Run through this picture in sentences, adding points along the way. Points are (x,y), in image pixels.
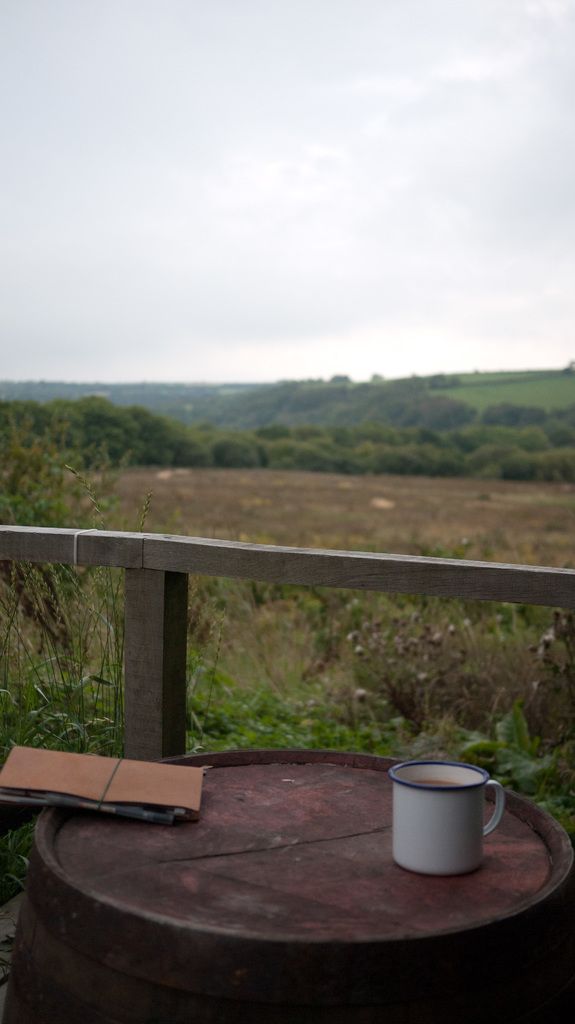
At the bottom of the image (278,869) there is a table (464,908) and we can see a mug (411,840) and a file (119,790) placed on the table (205,876). In the background (207,586) there is a fence (182,685), grass (237,656), trees (271,463), hill (303,397) and sky (287,334).
